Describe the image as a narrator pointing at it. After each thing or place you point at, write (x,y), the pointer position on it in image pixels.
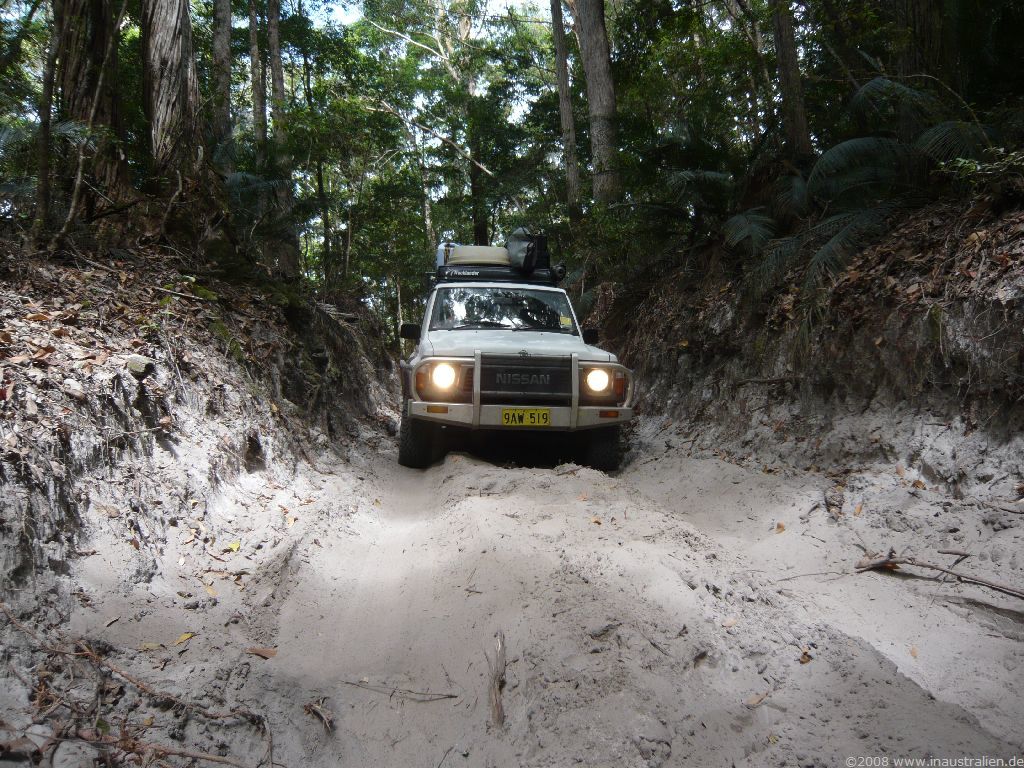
As we can see in the image there is car (490,377), sand (330,566), trees (385,227) and sky (517,2).
